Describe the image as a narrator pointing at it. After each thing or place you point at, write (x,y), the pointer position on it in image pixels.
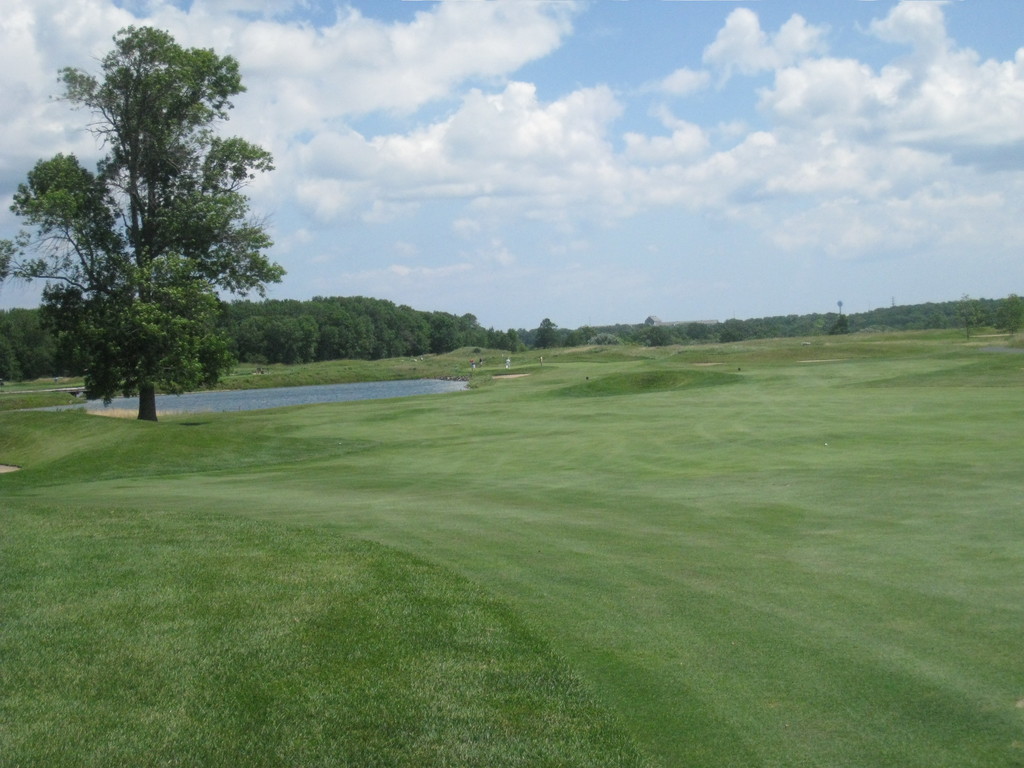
There is grass (881,462) on the ground (834,655). In the background (281,394), there is water pond (270,404) near a tree (211,242), there are trees (1007,303) and clouds (272,25) in the blue sky (609,51).
